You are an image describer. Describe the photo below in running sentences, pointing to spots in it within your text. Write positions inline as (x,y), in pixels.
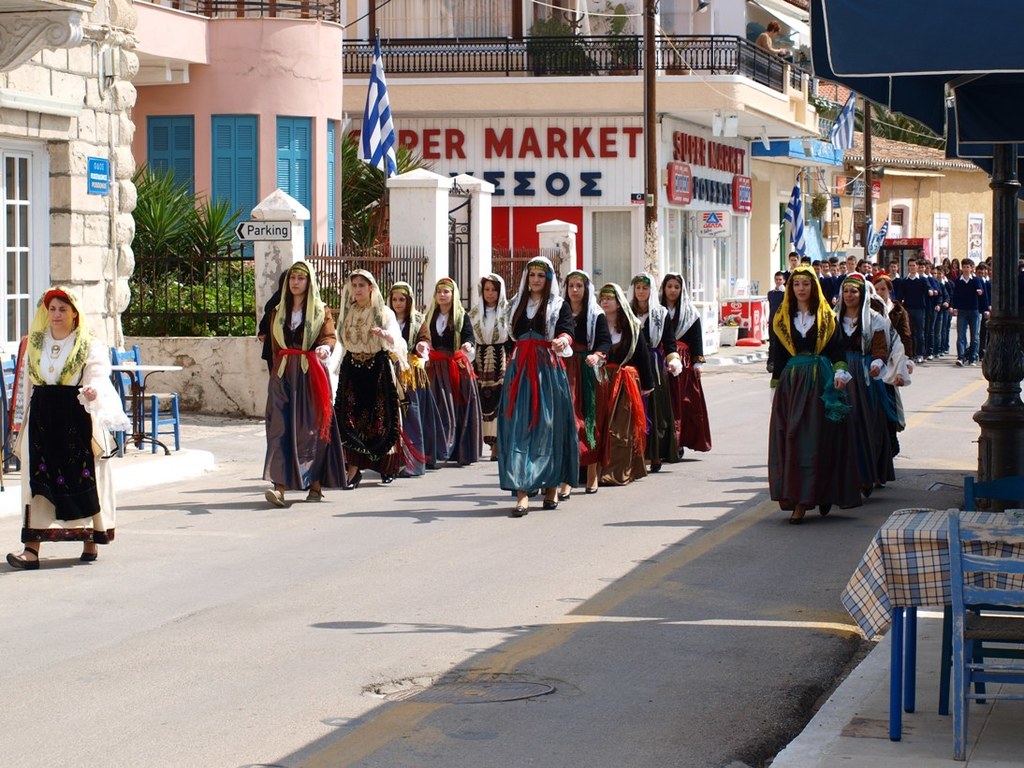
There is a group of persons (445,391) standing in the middle of this image (534,391) and there are some buildings (494,232) in the background (494,232). There is a road (453,619) at the bottom of this image (458,687).
